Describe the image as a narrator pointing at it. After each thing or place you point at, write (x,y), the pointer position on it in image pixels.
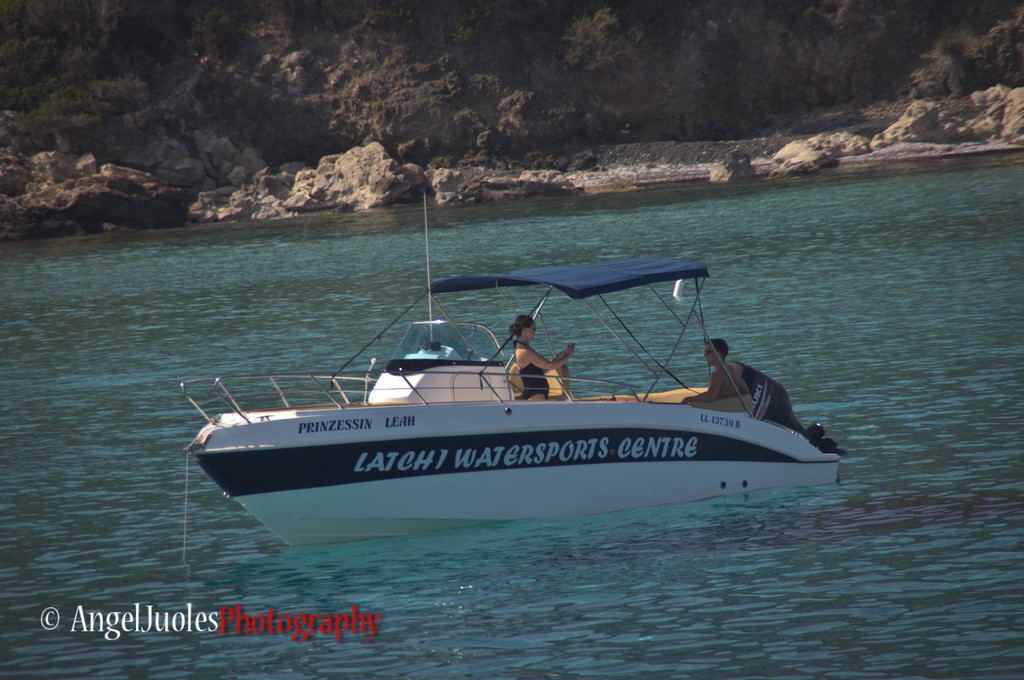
In the image we can see there are two people (542,373), they are in the boat (491,376). This is a boat (279,426) and the boat (514,426) is in the water (345,385), this is a water (367,551) and the stones (343,204), this is a watermark (164,624).
